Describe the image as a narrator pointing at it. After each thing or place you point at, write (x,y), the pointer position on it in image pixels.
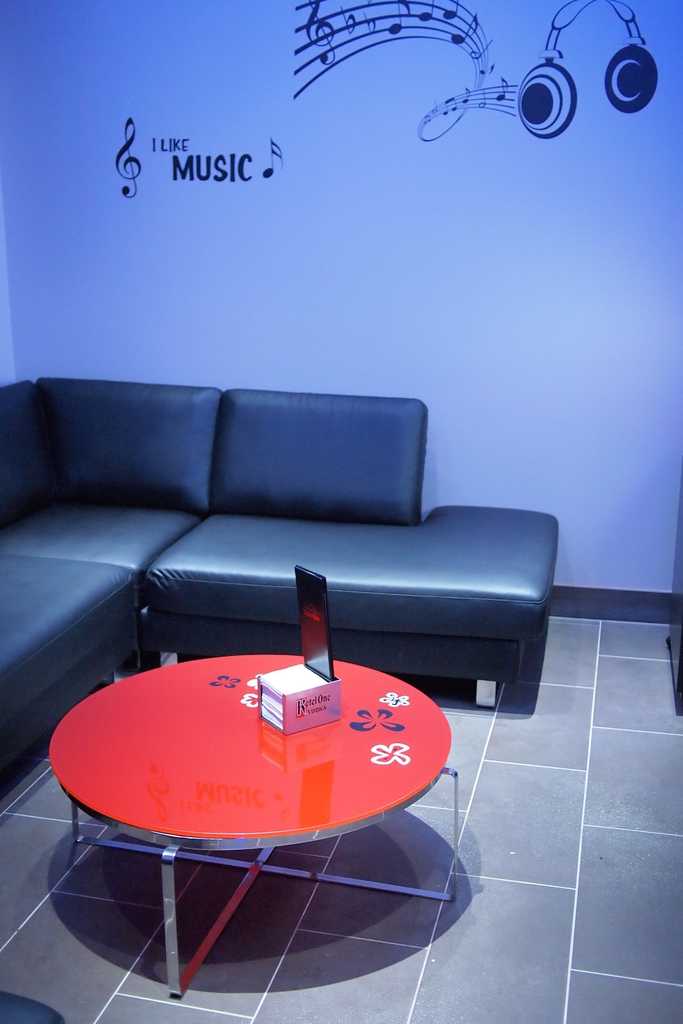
In this picture we can see a room (589,330) with sofa (136,563), table (108,775) and on table (223,716) there is napkin holder (334,716) and on wall (291,81) we have paintings (337,32) of musical headsets (530,95).
